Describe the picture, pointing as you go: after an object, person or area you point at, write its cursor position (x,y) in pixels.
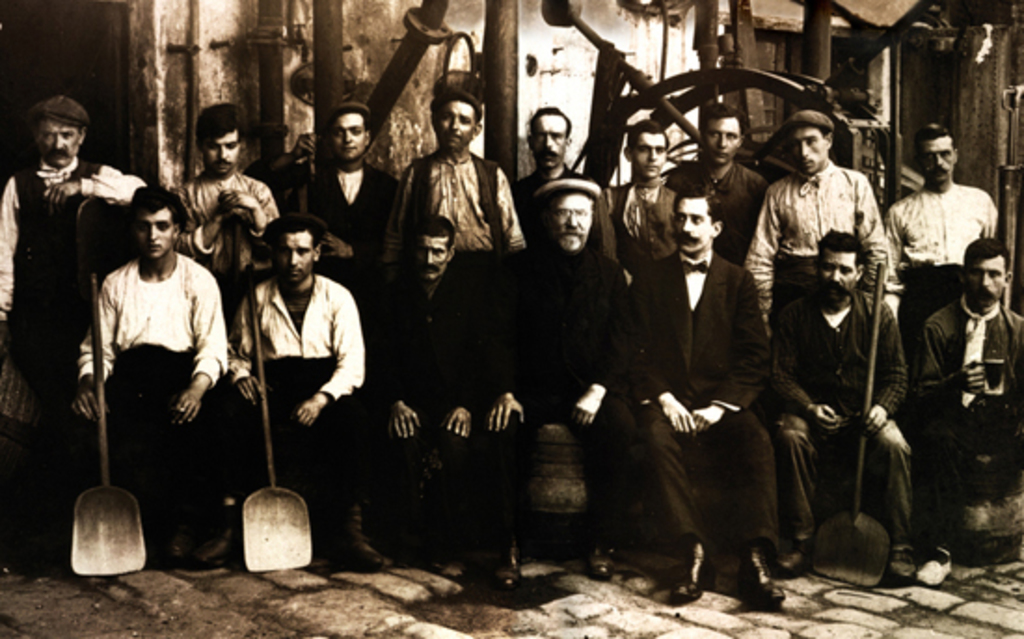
In this image we can see some group of persons (389,327) sitting and some are standing holding some things (871,383) in their hands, posing for a photograph and in the background of the image (391,50) there is a wall (589,66).
